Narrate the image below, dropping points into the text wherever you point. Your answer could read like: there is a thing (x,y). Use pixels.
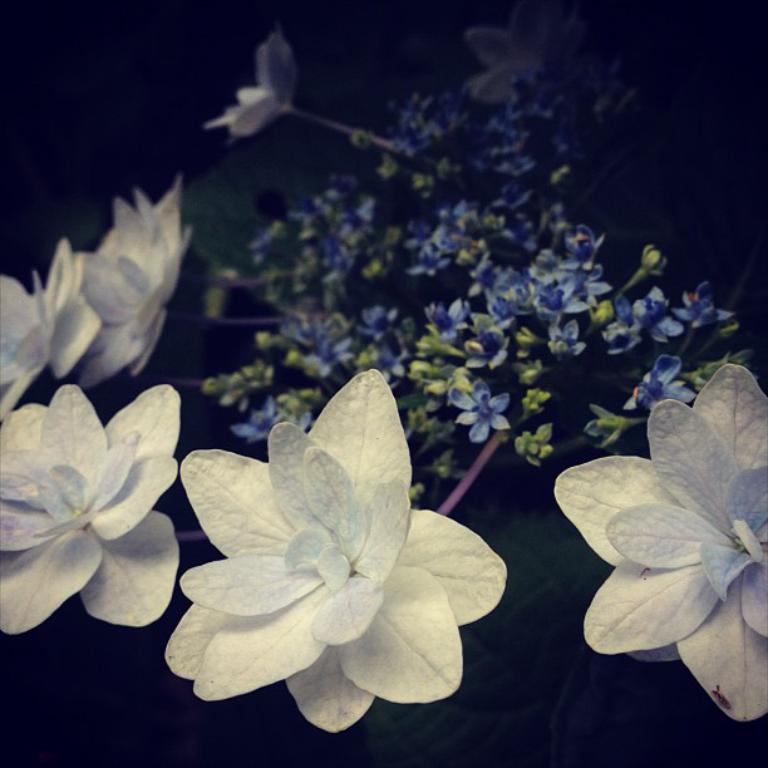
This image consists of white flowers (111,500) to a plant (476,394). And there are green leaves (251,200). The background (24,683) is black.
